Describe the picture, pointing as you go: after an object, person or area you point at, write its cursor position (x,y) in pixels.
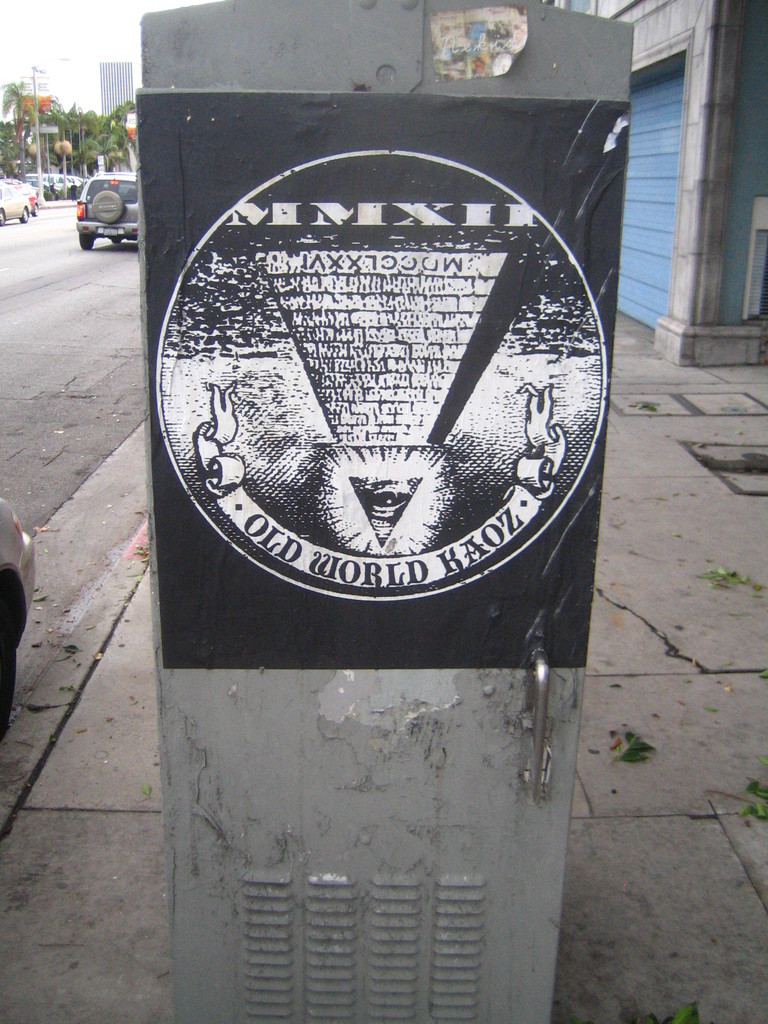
In this picture, there is a metal structure (443,737) in the center (333,542). On that, there is some text (426,202). Beside it, there is a road (110,298). On the road (123,306), there are vehicles (99,206). On the top left (68,171), there are trees (5,94) and buildings (128,79). At the bottom (711,910), there is a footpath (665,968).
